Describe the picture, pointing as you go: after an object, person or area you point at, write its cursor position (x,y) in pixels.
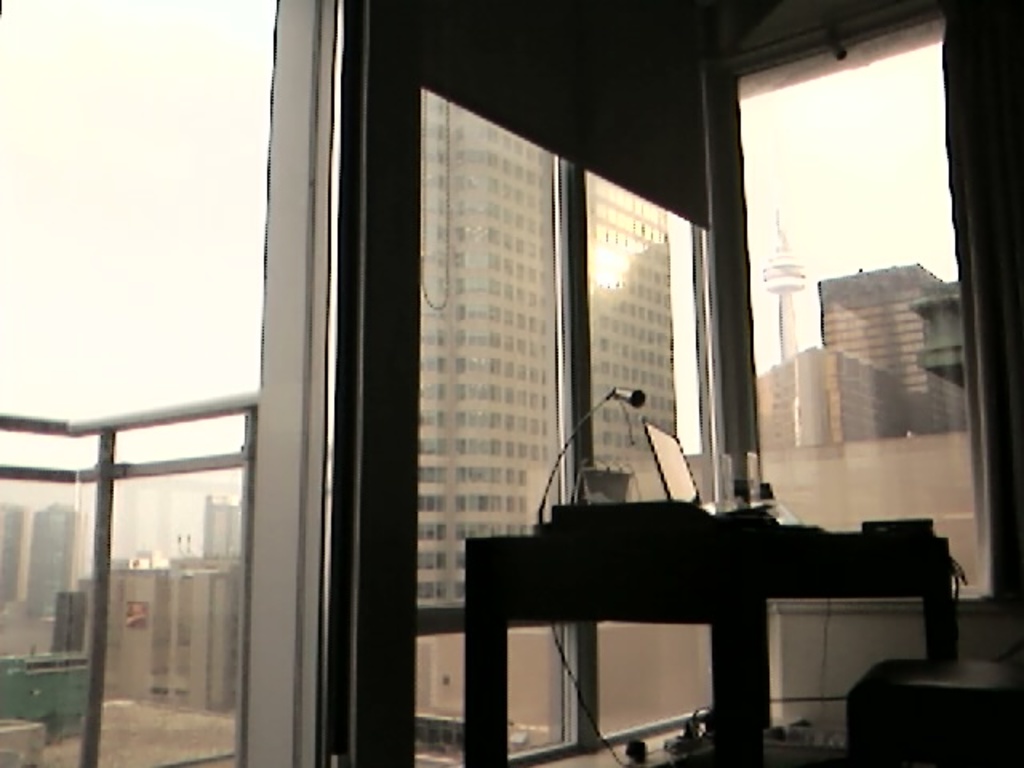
In the image I can see a place in which there is a table (648,579) on which there are some things (677,474) placed and to the side there is a fencing (26,429) and a glass mirror (138,434) from which we can see some buildings (16,705).
